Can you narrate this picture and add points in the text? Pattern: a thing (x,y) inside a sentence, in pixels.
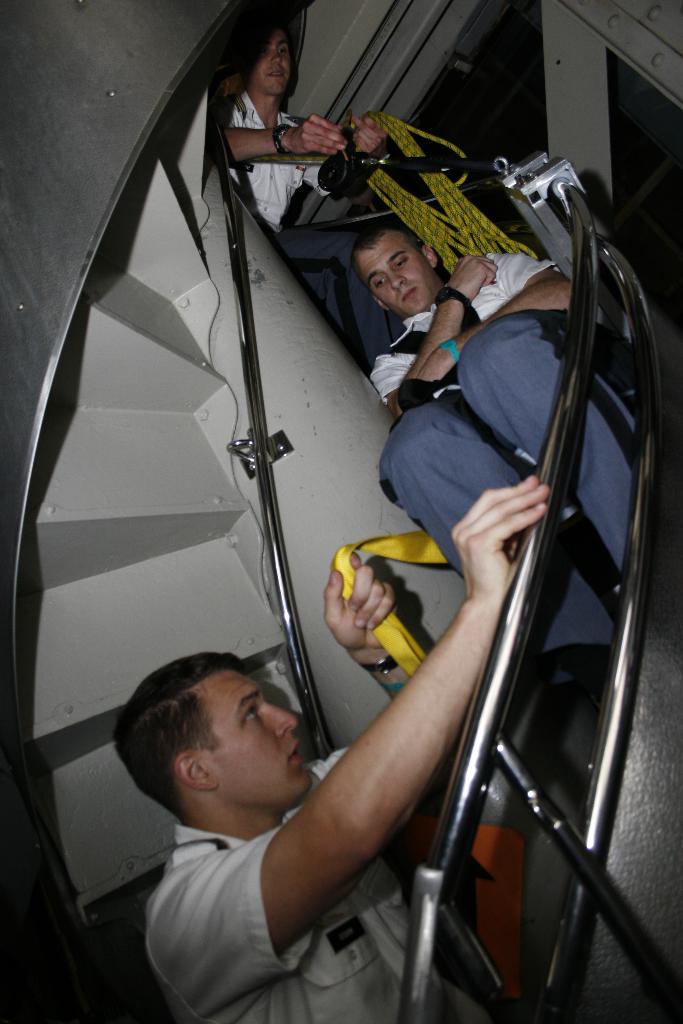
In this image I can see three men (368,137) where one man (374,144) is holding a rope (387,178) and another one is holding a yellow color of cloth (389,541). I can also see railing (584,210) of stair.
